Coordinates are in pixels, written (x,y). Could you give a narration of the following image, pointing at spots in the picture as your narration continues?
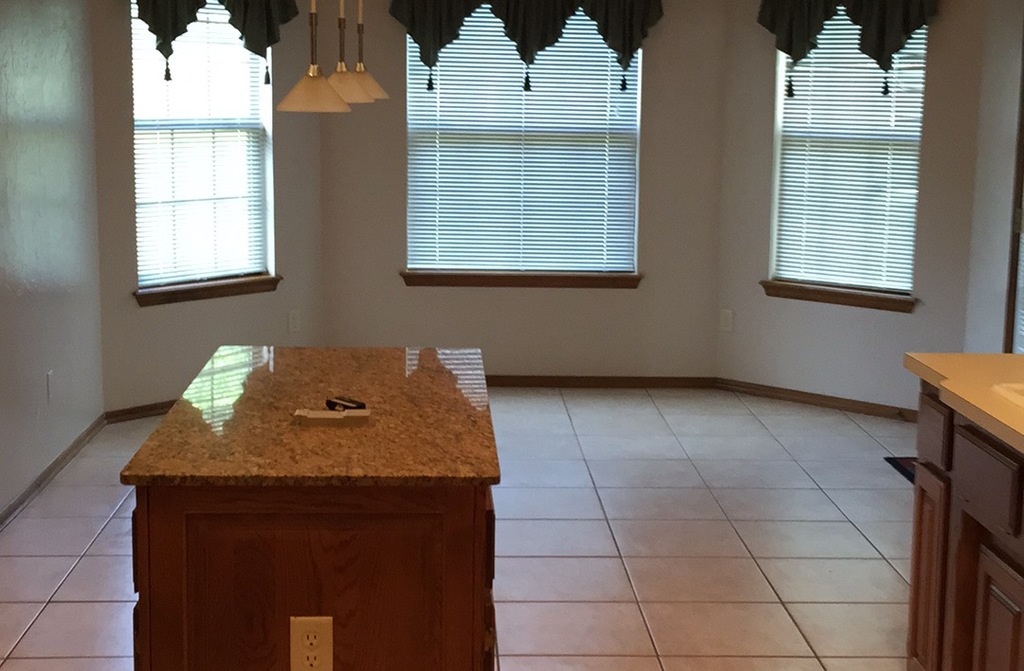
In this picture we can see tables (342,436) and floor (546,468). In the background of the image (354,166) we can see windows (569,129), curtains (877,44) and wall (401,62).
